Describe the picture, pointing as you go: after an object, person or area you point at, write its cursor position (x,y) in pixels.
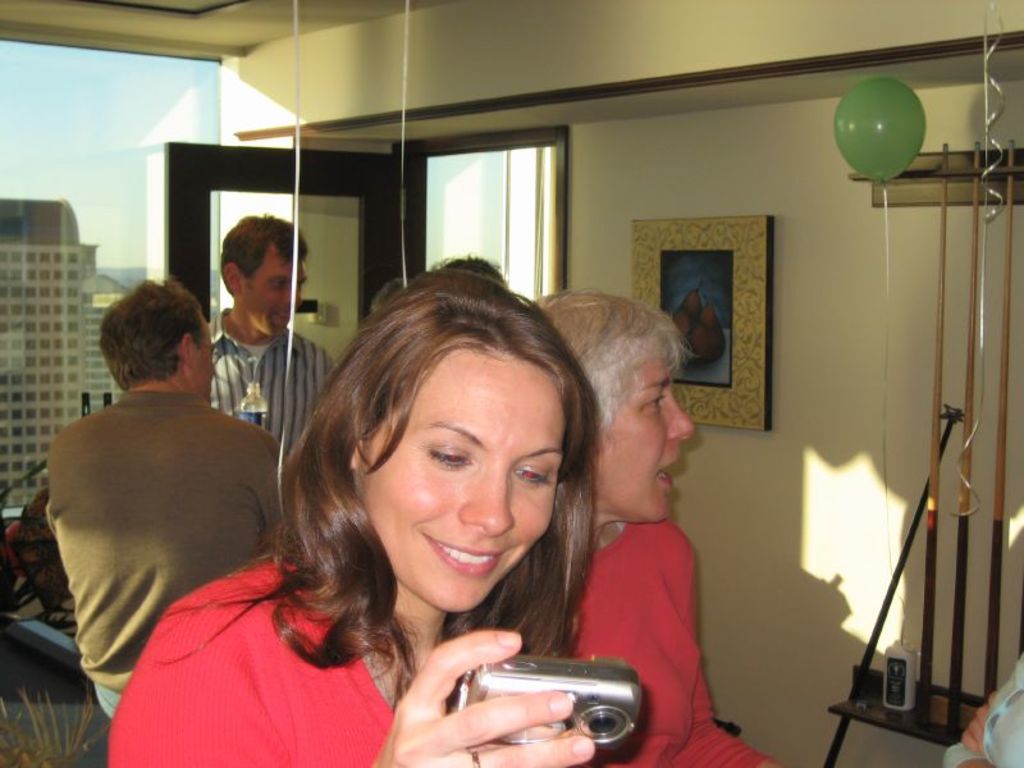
A woman (549,767) is looking into the camera. Behind her there is a person (200,584), water bottle (257,419) and the building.
